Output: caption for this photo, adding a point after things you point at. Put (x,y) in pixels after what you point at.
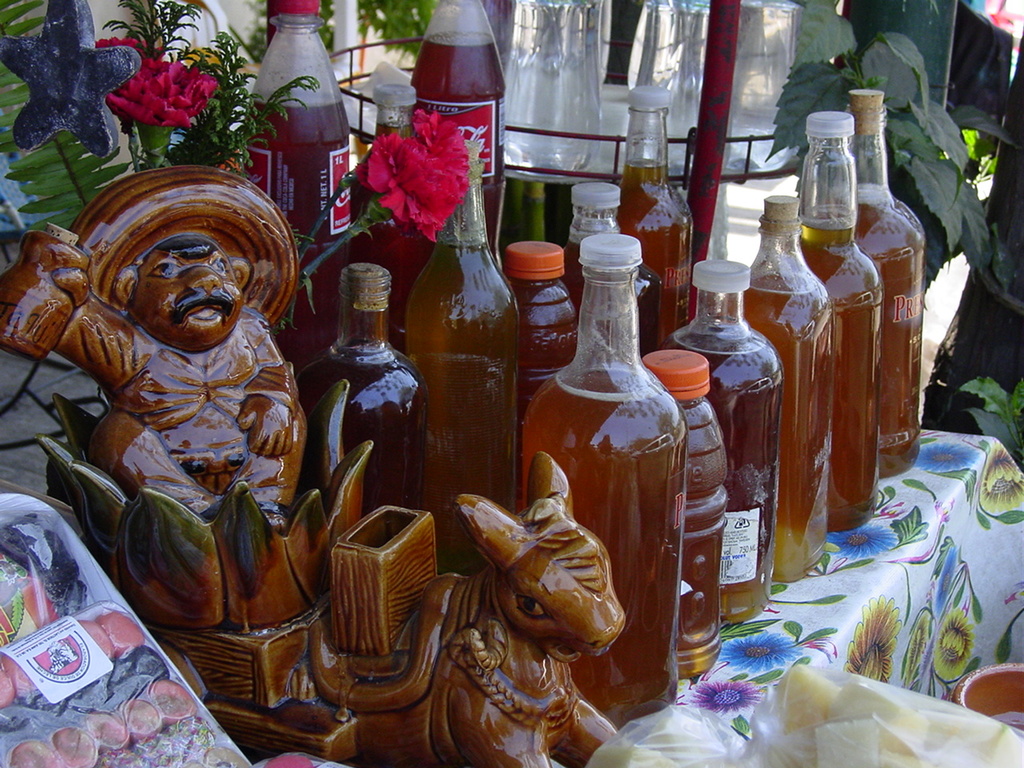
there are glass bottles (609,393) on a table (772,592). at the left (306,535) there is a sculpture (205,555) and a food item (118,637). at the back (144,170) there are flowers (394,155) and plants (923,143) at the right (923,143).
